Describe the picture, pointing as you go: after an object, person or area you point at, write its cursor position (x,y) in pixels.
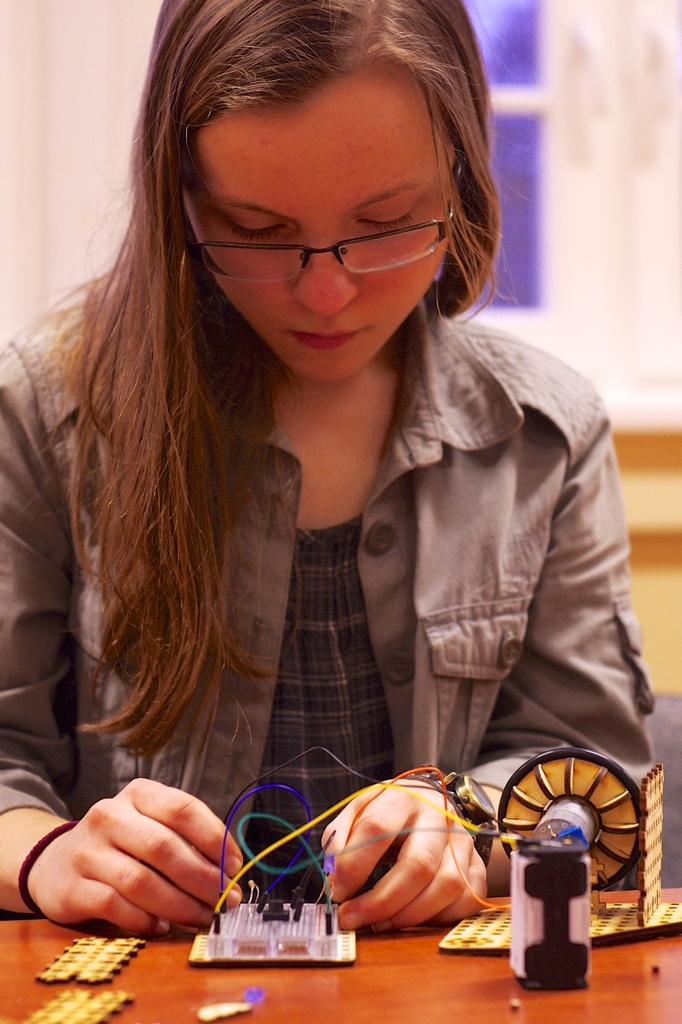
In this image we can see one woman (263,426) sitting, holding the wires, cables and some electrical objects (516,852) on the wooden surface (154,981).
